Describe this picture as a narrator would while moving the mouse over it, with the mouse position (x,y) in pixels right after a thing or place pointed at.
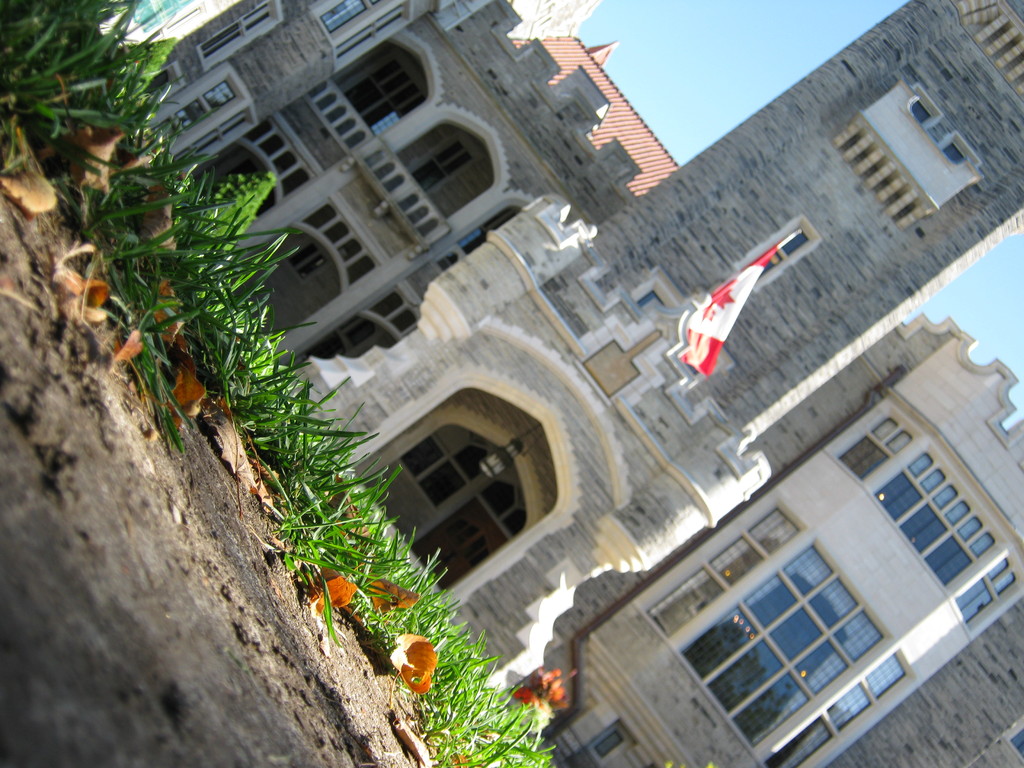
In this image we can see a building (710,237). And we can see the arches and the windows (781,261). And we can see a flag (710,300) on the building (476,487). And we can see the grass (291,534) and dried leaves (179,376). And we can see the sky (676,95).
